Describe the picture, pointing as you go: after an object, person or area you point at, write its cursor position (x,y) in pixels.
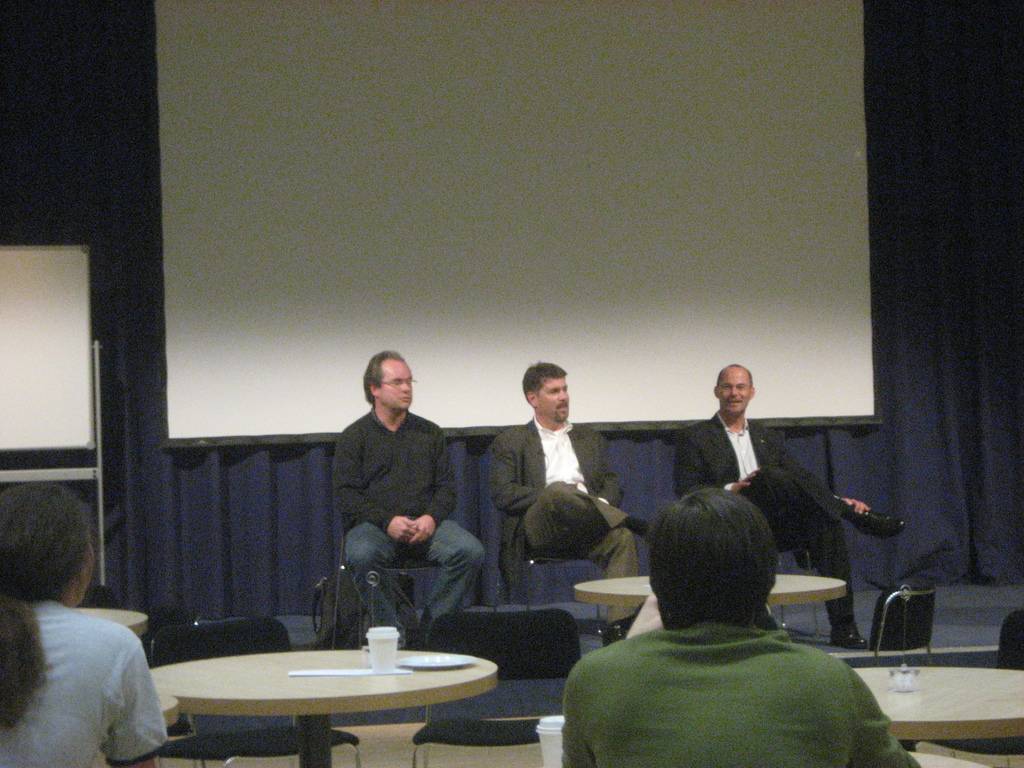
In this image I can see few people (39,724) are sitting on chairs (179,751). In the center of this image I can see few tables (388,679), few glasses (389,641), a plate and a white colour thing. In the background (783,13) I can see a projector's screen (233,352) and a white colour board (17,429).
